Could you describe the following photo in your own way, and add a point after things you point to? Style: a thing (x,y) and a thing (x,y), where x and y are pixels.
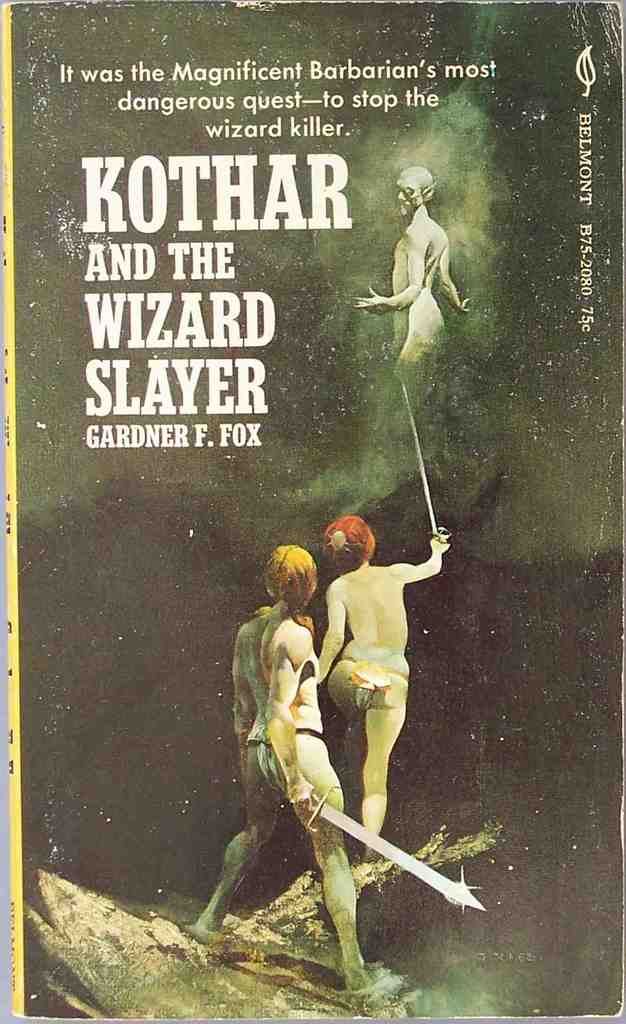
This picture is consists of a poster (267,672), on which it is written as ''Gardner f. fox.''
